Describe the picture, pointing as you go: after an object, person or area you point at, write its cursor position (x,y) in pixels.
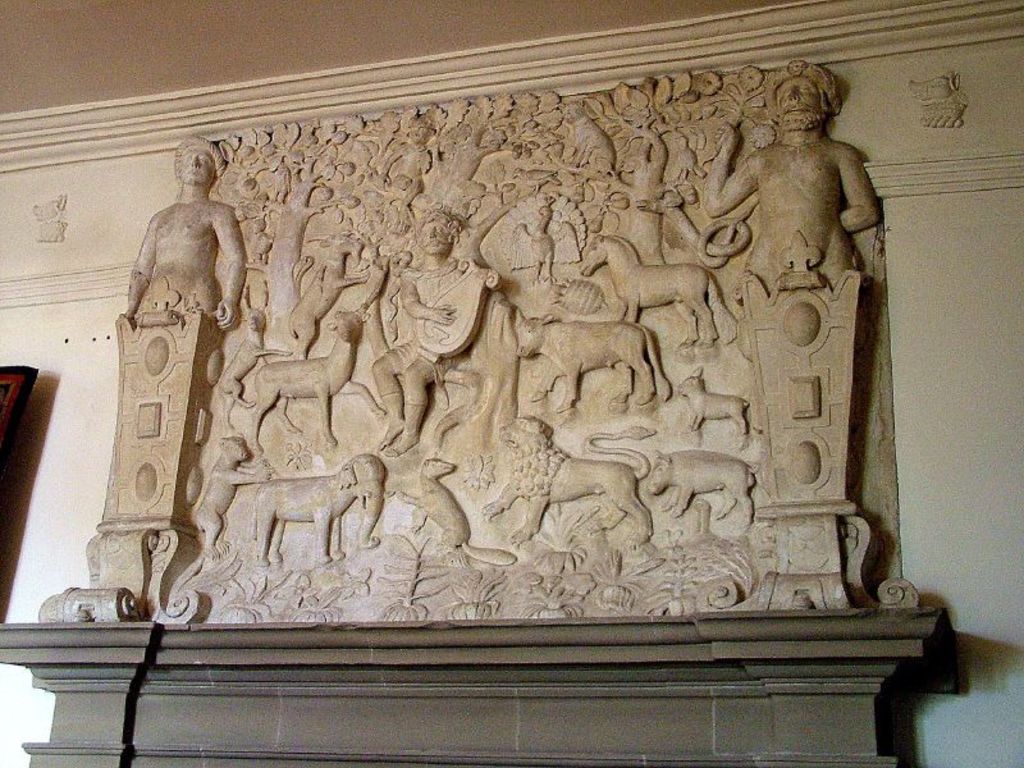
This picture contains a relief art (349,404) or a stone carving (404,525). Behind that, we see a white wall (86,363) on which photo frame (22,405) is placed. At the top of the picture (142,69), we see the roof (29,33) of the room (630,61).
